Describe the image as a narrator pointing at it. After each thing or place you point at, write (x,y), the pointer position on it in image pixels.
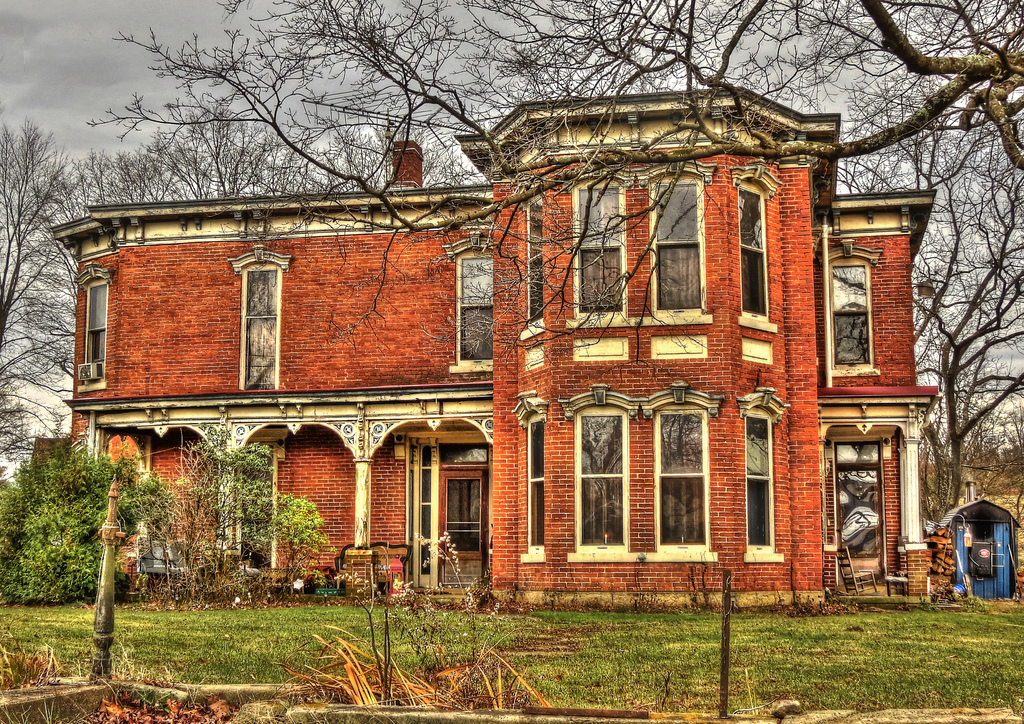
In this image I can see the building (432,377) with windows (769,464) and the shed (988,551). In-front of the building (736,479) I can see the poles (120,526) and the plants (192,533). In the background (94,68) I can see many trees (29,164), clouds (121,63) and the sky (120,50).
